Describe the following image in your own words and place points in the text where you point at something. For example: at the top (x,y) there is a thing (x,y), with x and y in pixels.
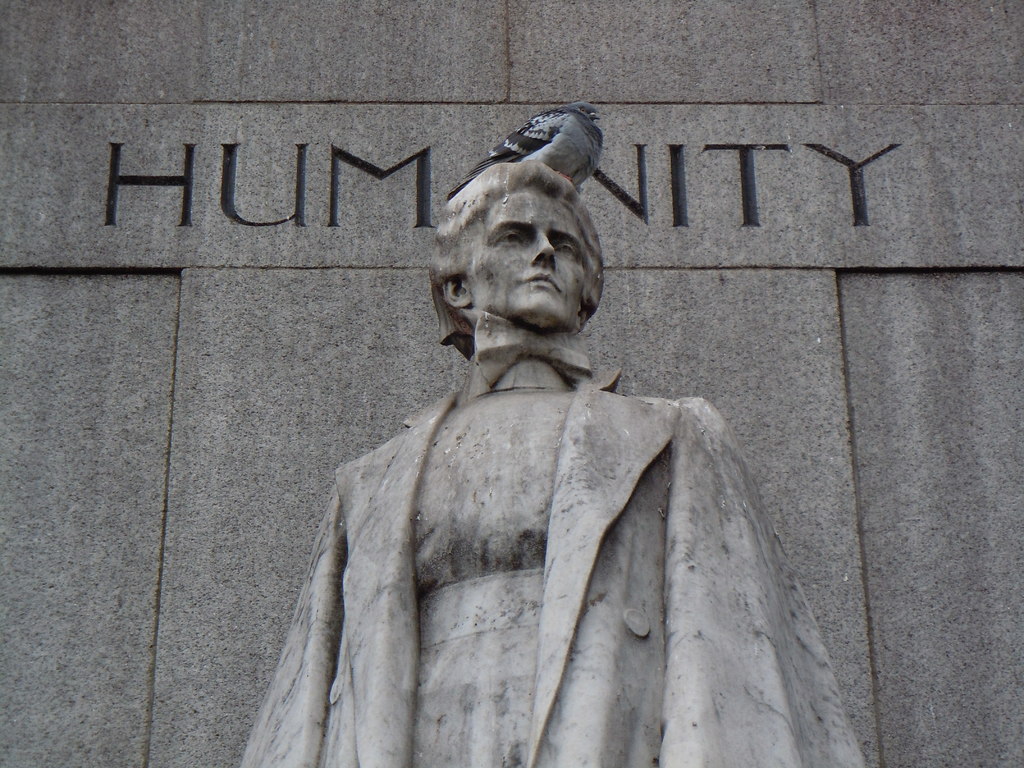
As we can see in the image there is a statue (584,380) and a wall (980,344).
